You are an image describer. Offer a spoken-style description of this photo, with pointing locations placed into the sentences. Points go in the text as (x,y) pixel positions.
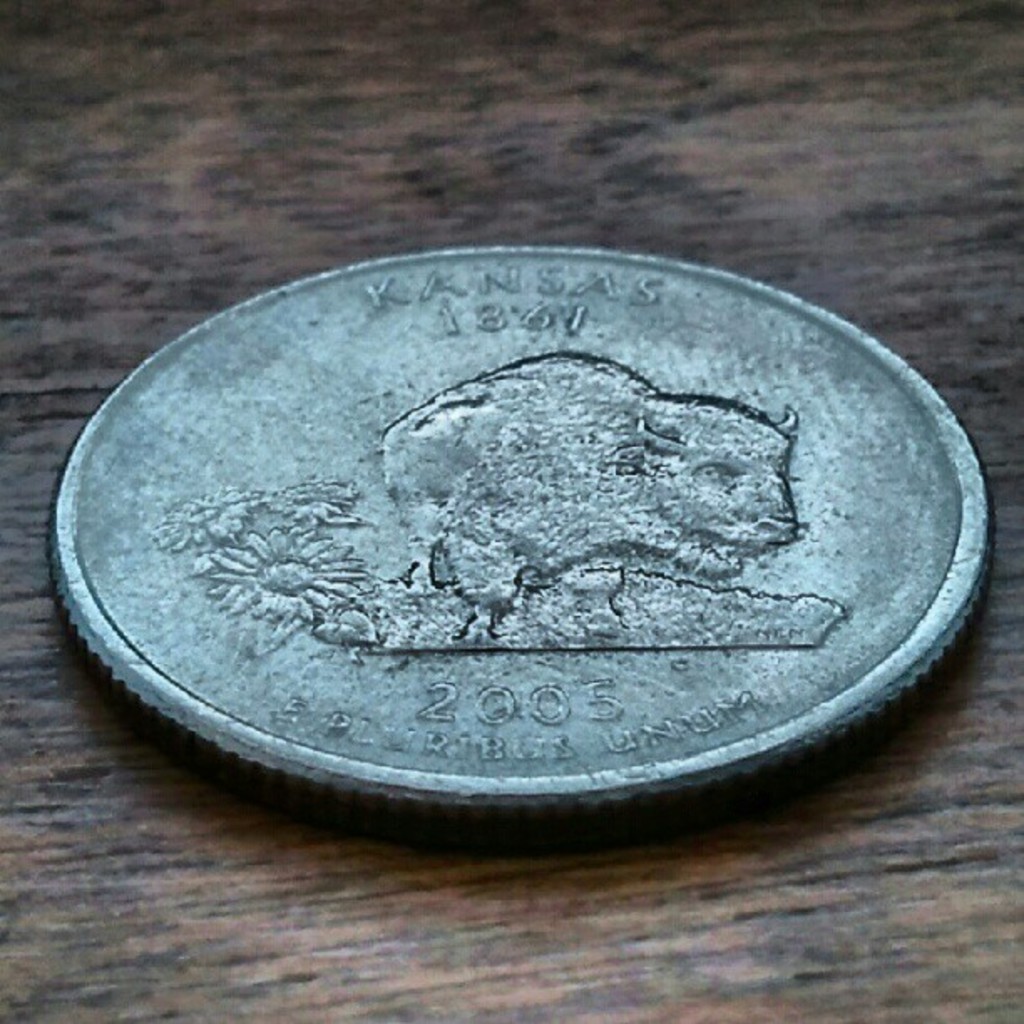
In this image we can see a coin (338,662) on a wooden surface (783,841). On the coin (689,596) there is something written. Also we can see an animal and flower image (544,428) on the coin (342,444).
